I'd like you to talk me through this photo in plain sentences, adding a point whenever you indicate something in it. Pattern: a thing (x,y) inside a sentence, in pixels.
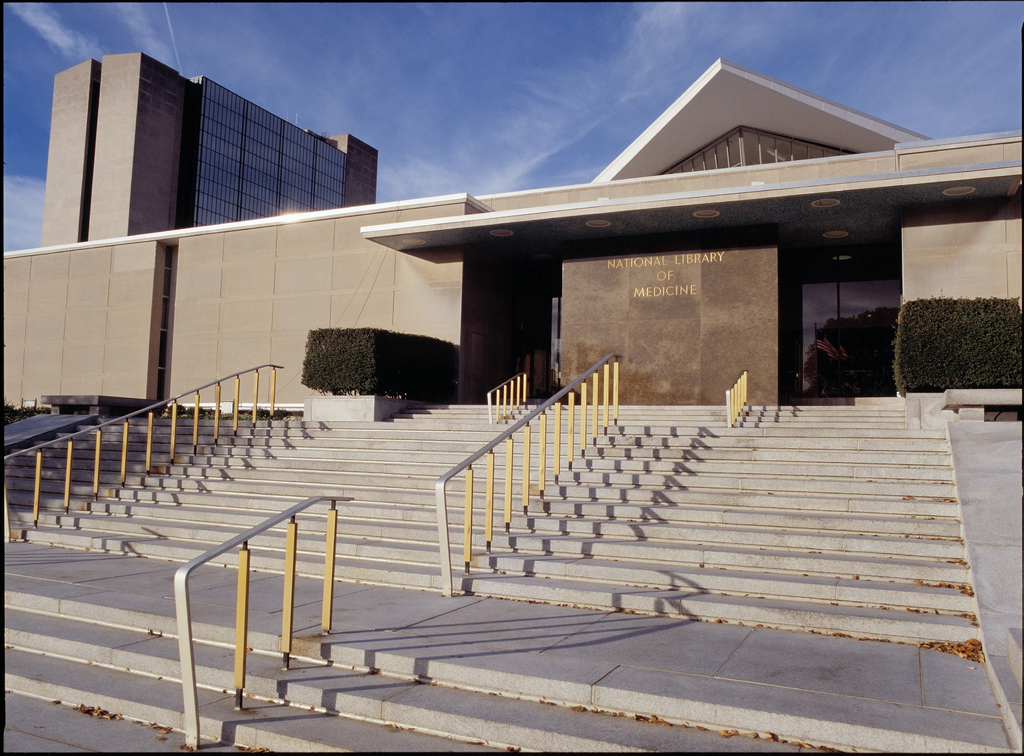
In this picture we can see few metal rods (556,448) and buildings (349,225), and also we can see few shrubs (322,335).
